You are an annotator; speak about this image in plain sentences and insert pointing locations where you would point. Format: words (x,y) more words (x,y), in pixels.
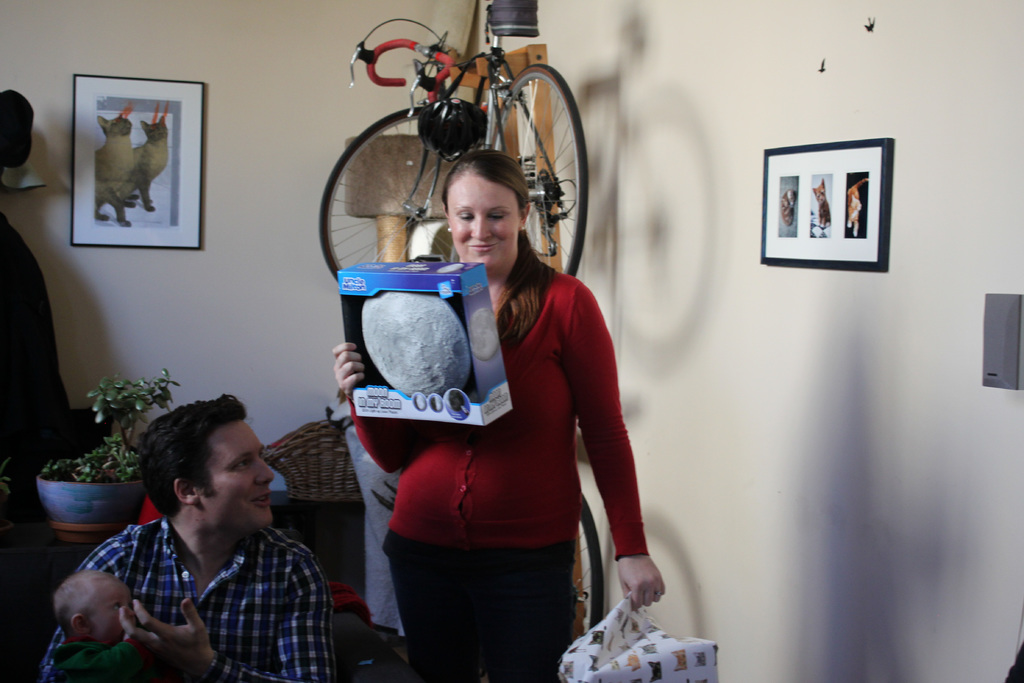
In the foreground (564,505) I can see a woman (605,432) is holding a box (405,370) in hand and a person (141,566) is holding a baby (75,620) in hand (123,619) is sitting on the sofa (349,639). In the background (390,113) I can see a wall (377,113), photo frames (185,212), houseplants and a bicycle (490,143) is hanged. This image is taken may be in a hall (367,441).
